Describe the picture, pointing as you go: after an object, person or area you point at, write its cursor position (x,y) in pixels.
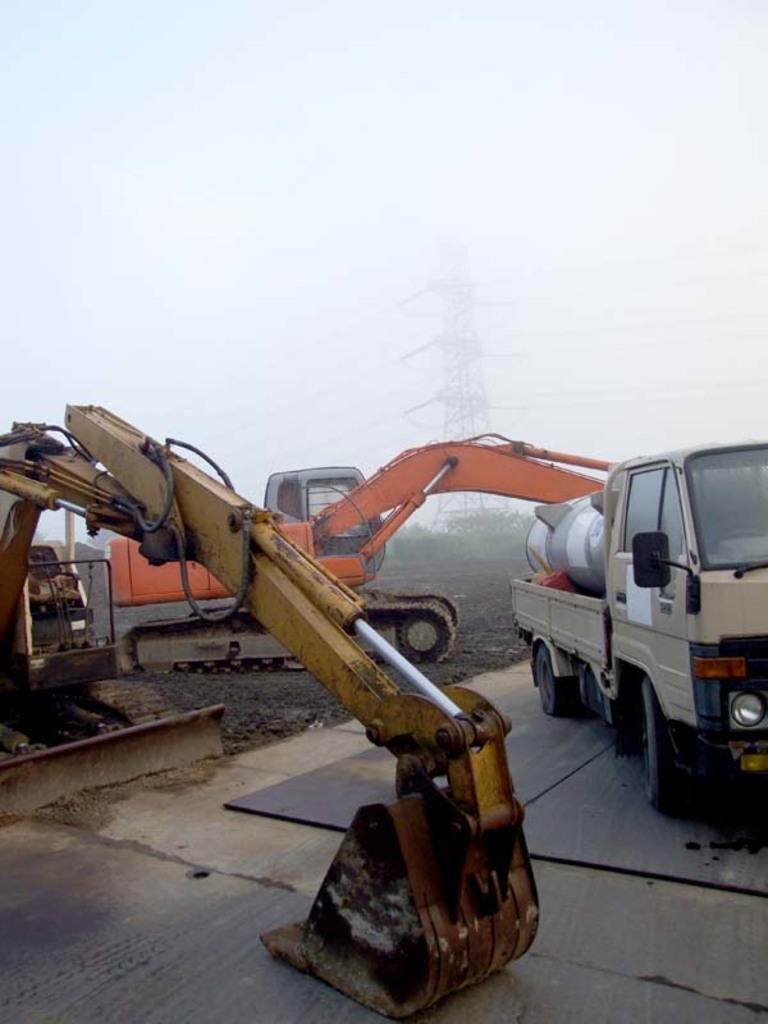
This image is taken outdoors. At the top of the image (341,180) there is the sky (473,265). At the bottom of the image (125,968) there is a road (263,914). In the background (458,408) there is a signal tower (458,364). On the left side of the image (149,603) there are two cranes (167,659) parked on the ground (237,714). On the right side of the image (676,576) a truck (676,576) is parked on the floor (643,797).
